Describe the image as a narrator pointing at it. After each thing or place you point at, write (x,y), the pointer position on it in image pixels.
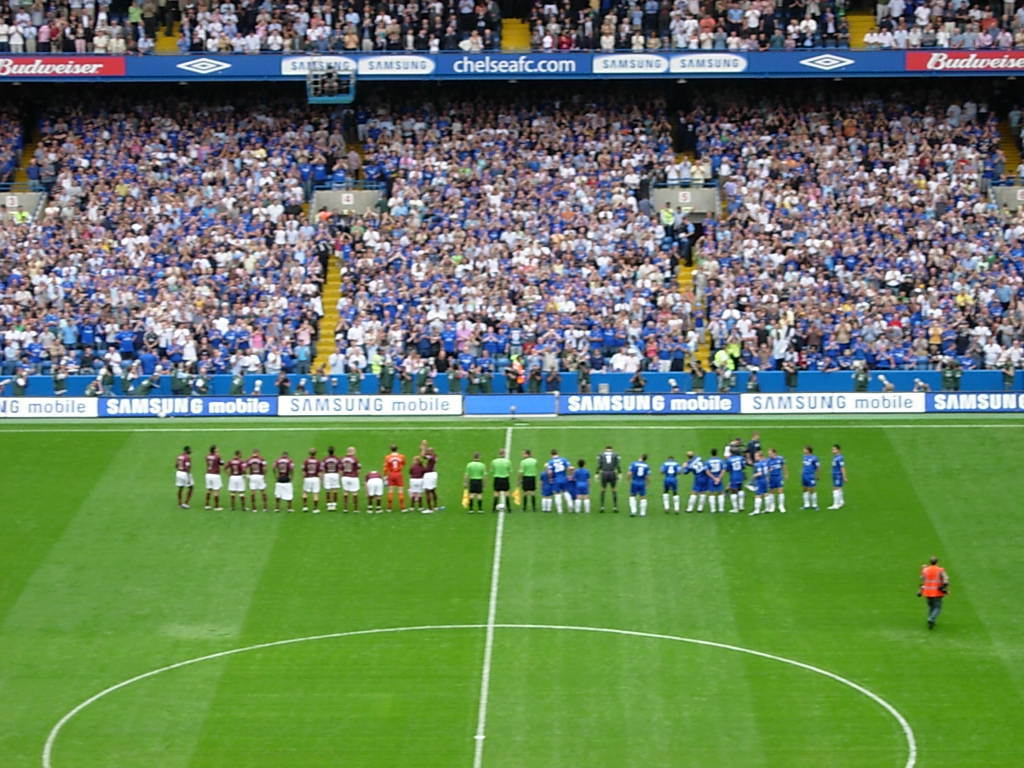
This picture is taken inside the playground (535,737). In this image, on the right side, we can see a man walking on the grass (1010,651). In the middle of the image (342,507), we can see a group of people (217,500) standing on the grass (483,557). In the background (201,227), we can see a few people (241,244) are sitting on the chair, few people (608,313) are standing, staircase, hoarding (541,77). At the bottom (301,580), we can see a grass (542,565).
